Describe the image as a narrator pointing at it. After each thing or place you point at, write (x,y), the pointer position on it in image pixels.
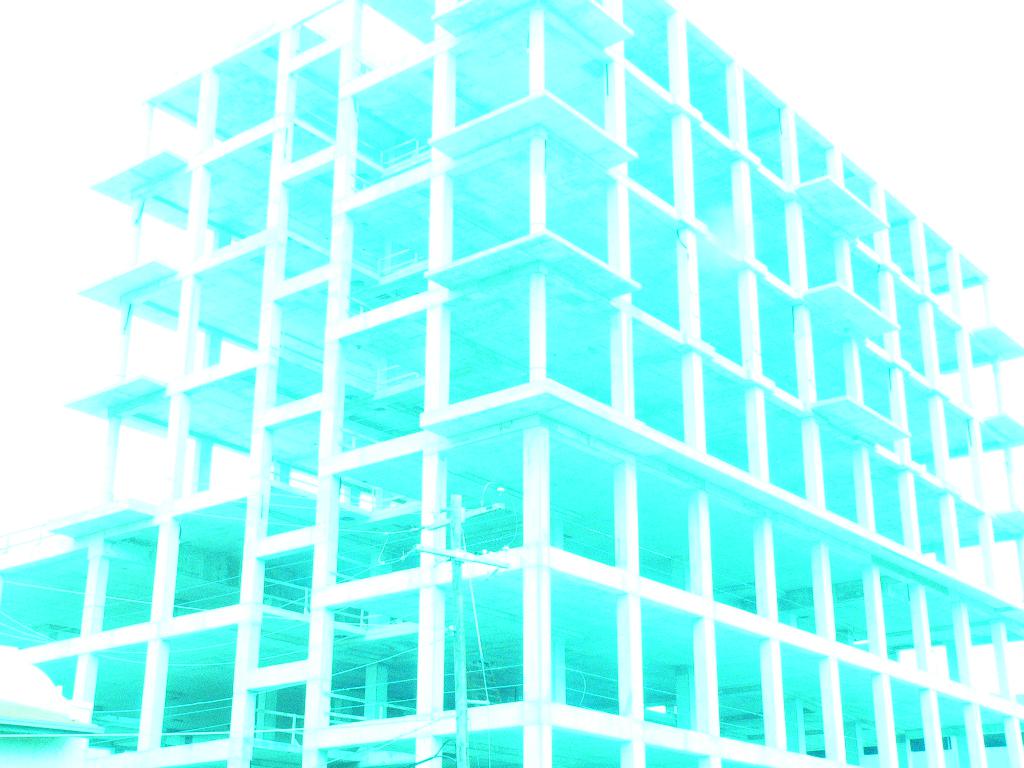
In this image I can see a building (694,403), current poles (458,565) and wires (396,531). I can see a blue shade (635,350).
